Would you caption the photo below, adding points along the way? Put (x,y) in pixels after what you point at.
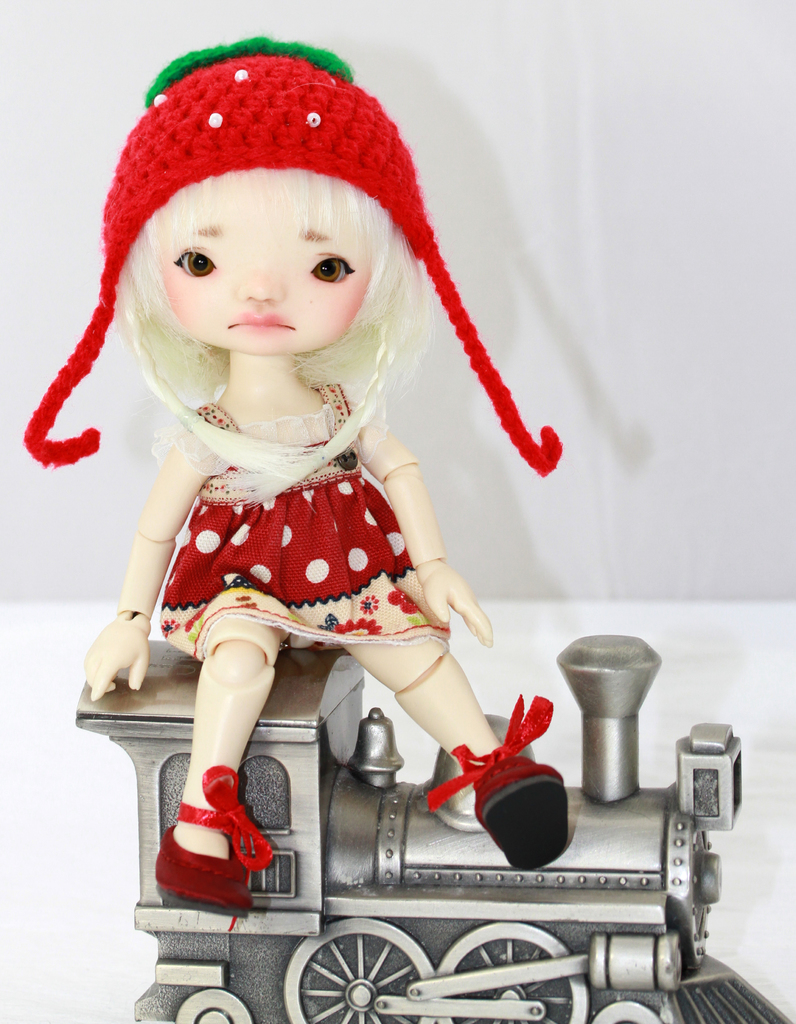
In this picture we can see a toy (466,726) on the surface (612,625).
